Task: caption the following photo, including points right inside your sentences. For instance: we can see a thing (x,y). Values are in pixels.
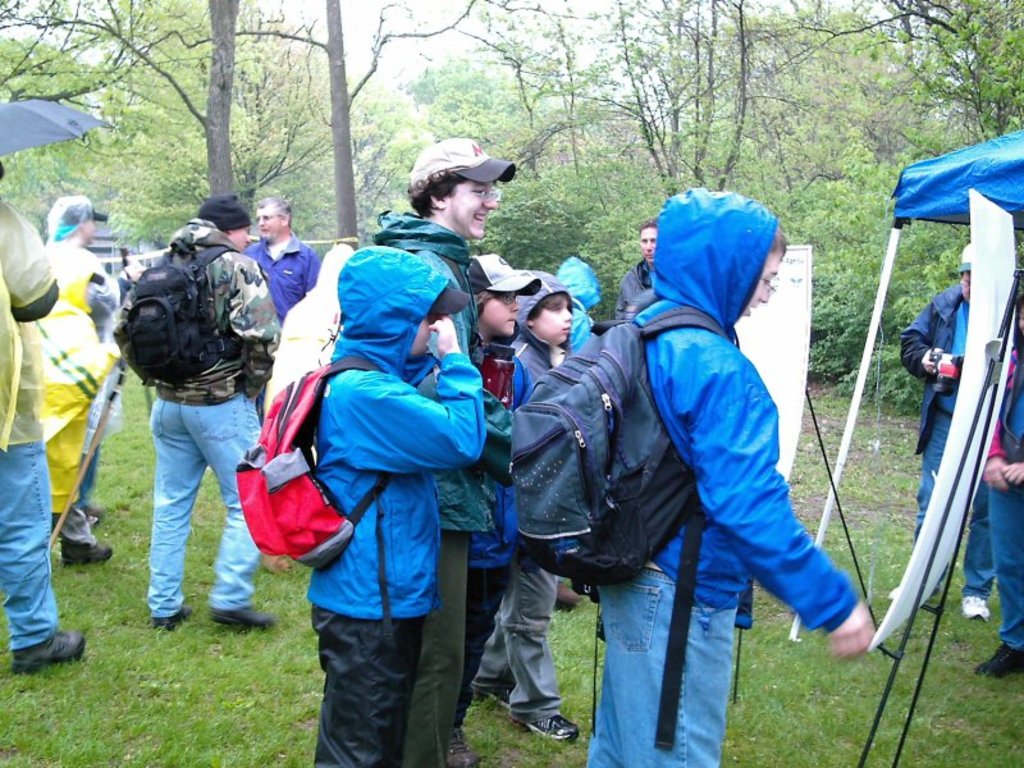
In this image in the front (161,308) there are persons (554,353) standing and there are white colour boards (806,362). In the front (352,431) there is a boy (362,437) standing and wearing a blue colour jacket (353,457) and red colour bag (292,448). In the background (312,101) there are trees (442,111). On the left side (19,260) there is a person (24,238) walking and holding an umbrella (20,129) which is black in colour.
